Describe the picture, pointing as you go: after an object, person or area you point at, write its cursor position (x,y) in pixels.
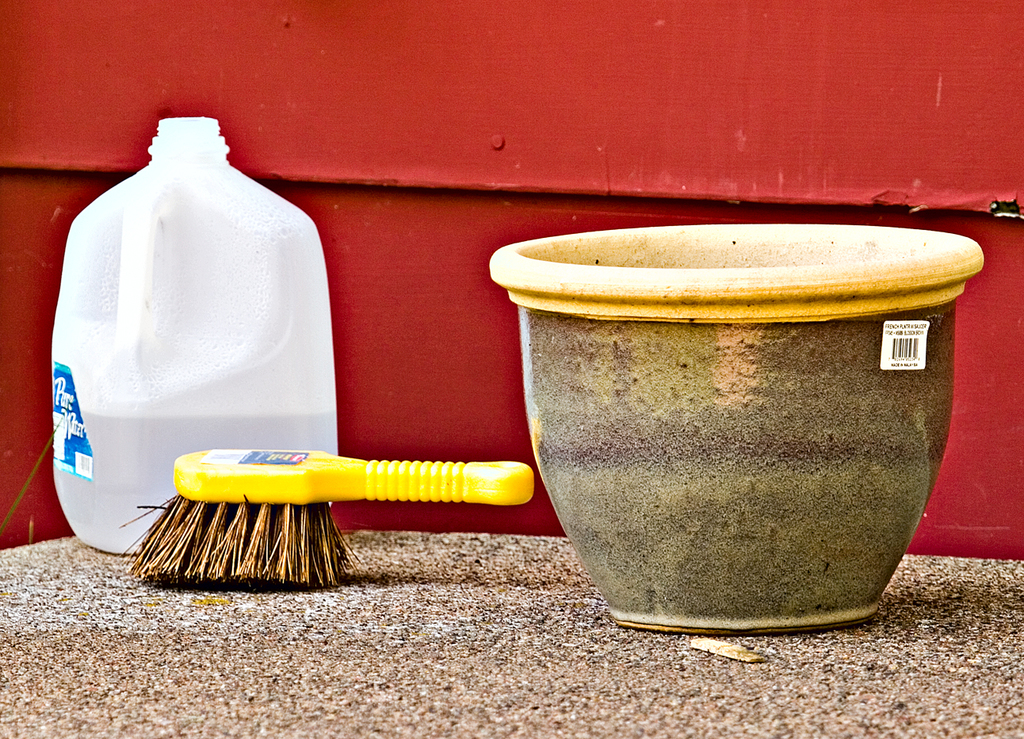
In the picture I can see a clay pot (661,420), a brush (265,455) and water storage can (231,346) on the concrete surface (412,553). I can see the wooden wall (497,123) which is painted with red color paint (587,121).
